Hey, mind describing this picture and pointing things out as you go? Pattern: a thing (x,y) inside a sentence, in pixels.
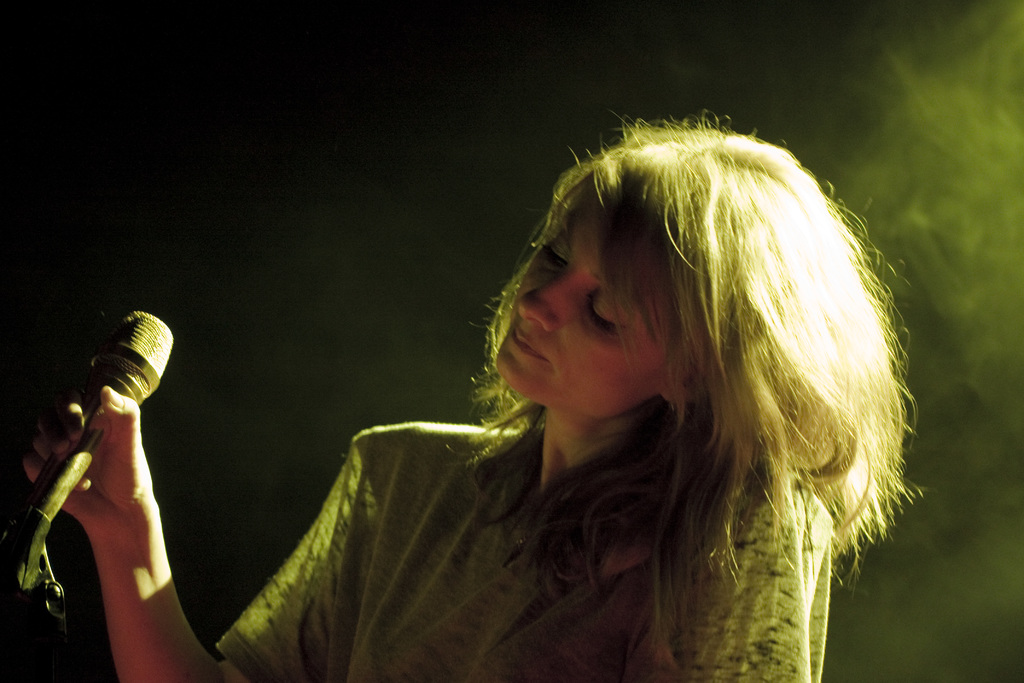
Woman (485,447) holding microphone (151,366).
